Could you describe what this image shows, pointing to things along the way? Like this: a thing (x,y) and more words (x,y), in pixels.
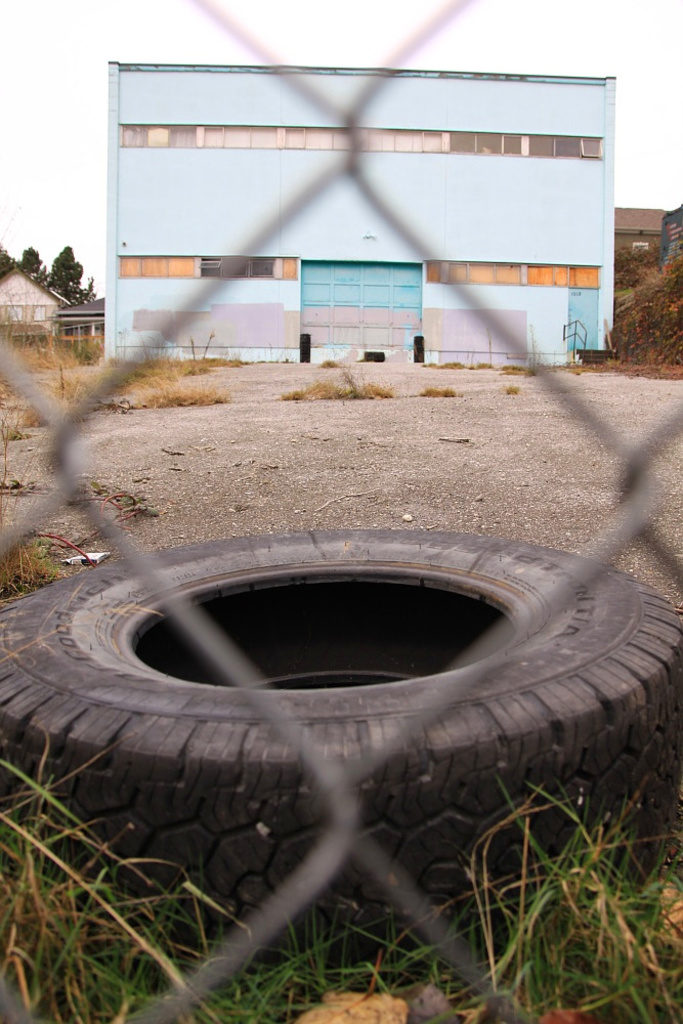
In this image, we can see a tyre (266,549), grass (44,837), mesh (201,6). Background (663,161) we can see buildings (566,222), houses (4,331), trees (632,329), walls (118,316), road (131,480) and sky (634,135).
